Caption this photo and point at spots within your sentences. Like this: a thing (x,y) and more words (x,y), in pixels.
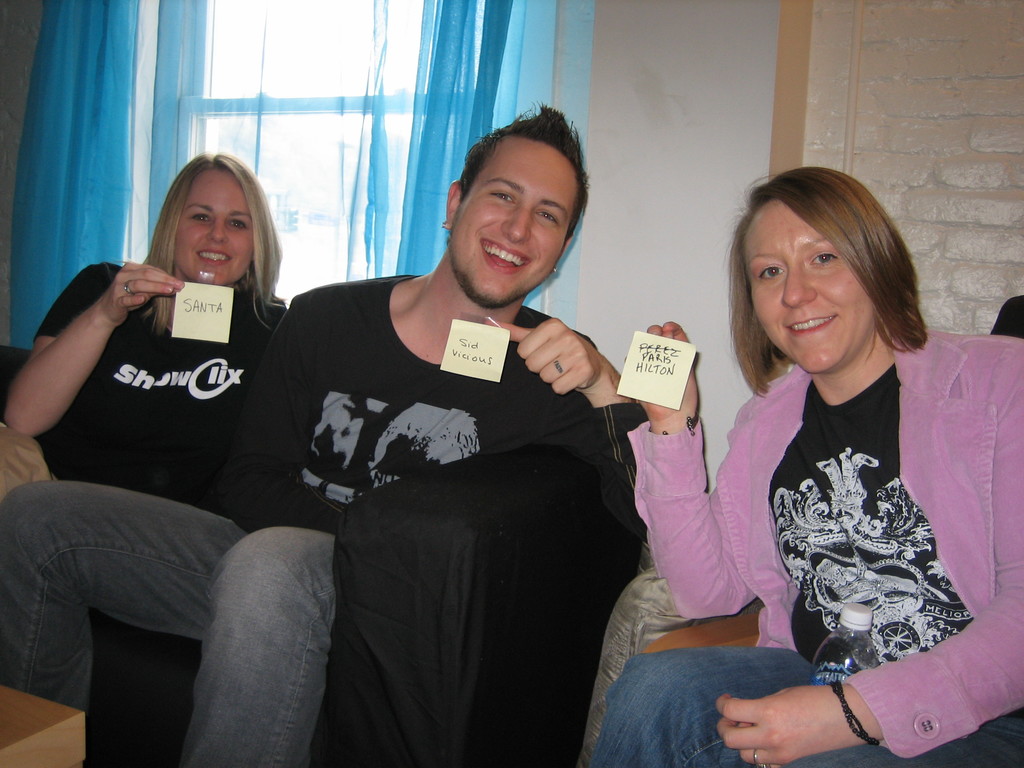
In this image, we can see some people (159,453) sitting on the sofas (613,571), they are holding name tags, in the background (591,301), we can see a wall (696,65) and a window (399,92), we can see the curtains (65,104).
